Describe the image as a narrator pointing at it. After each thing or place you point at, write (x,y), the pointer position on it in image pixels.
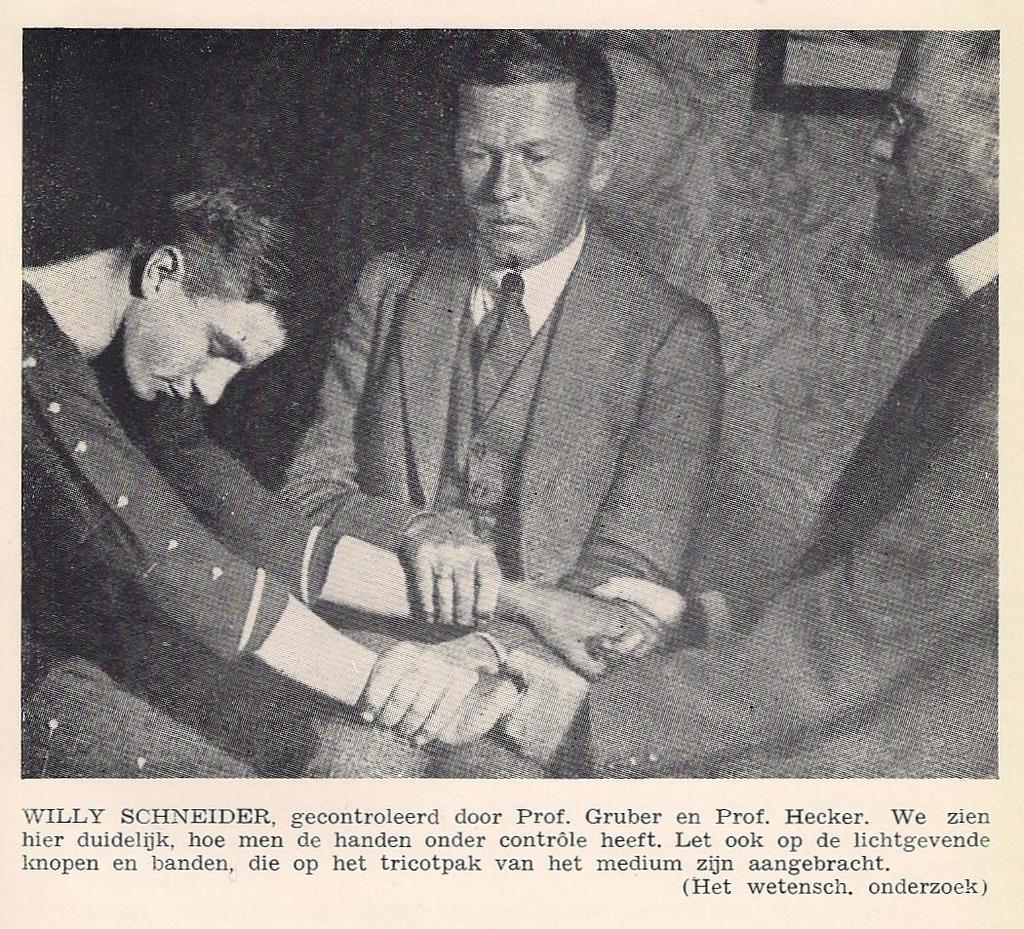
In this image there is a paper (337,697) and we can see a picture (706,604) of three people (494,461) printed on the paper (86,629). At the bottom (484,823) there is text (536,819).
